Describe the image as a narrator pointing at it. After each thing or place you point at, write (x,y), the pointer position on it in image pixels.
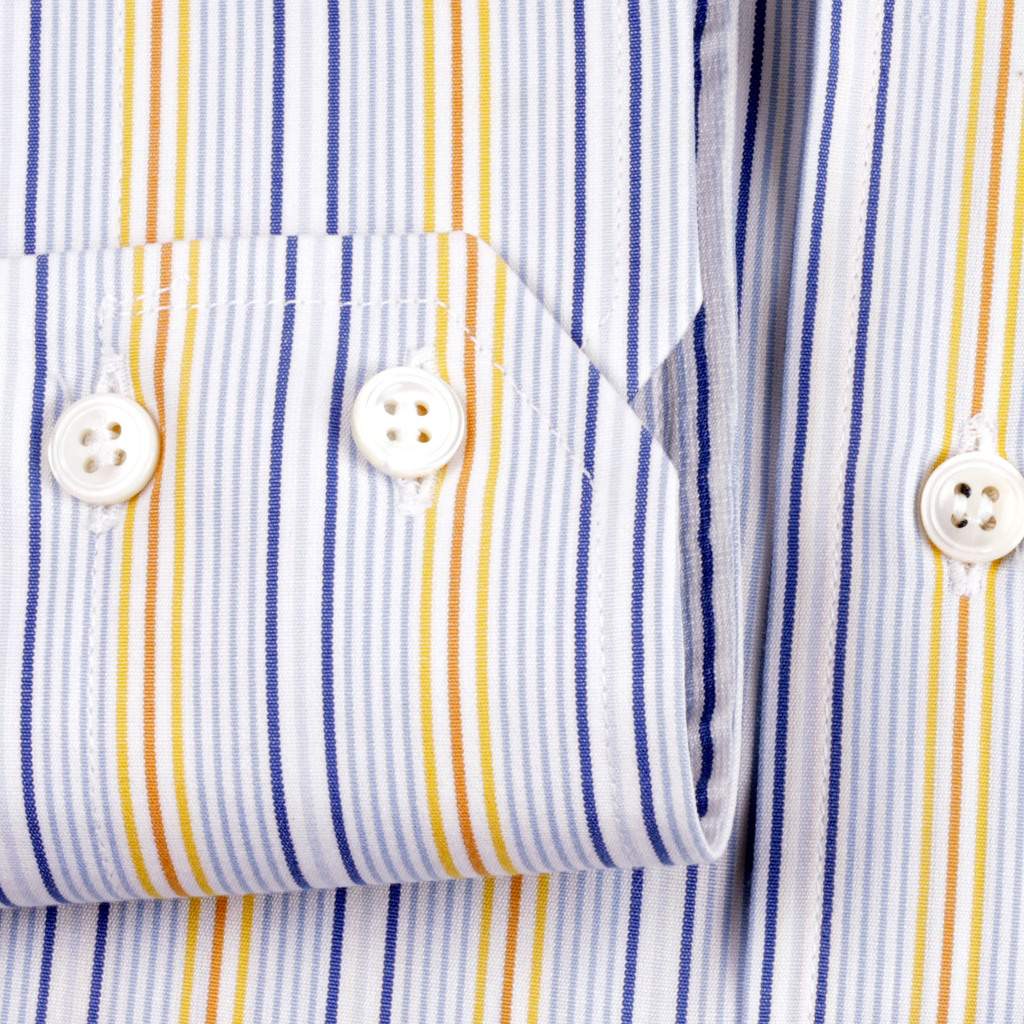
In this image we can see a few buttons (98,486) on the shirt (606,643).
